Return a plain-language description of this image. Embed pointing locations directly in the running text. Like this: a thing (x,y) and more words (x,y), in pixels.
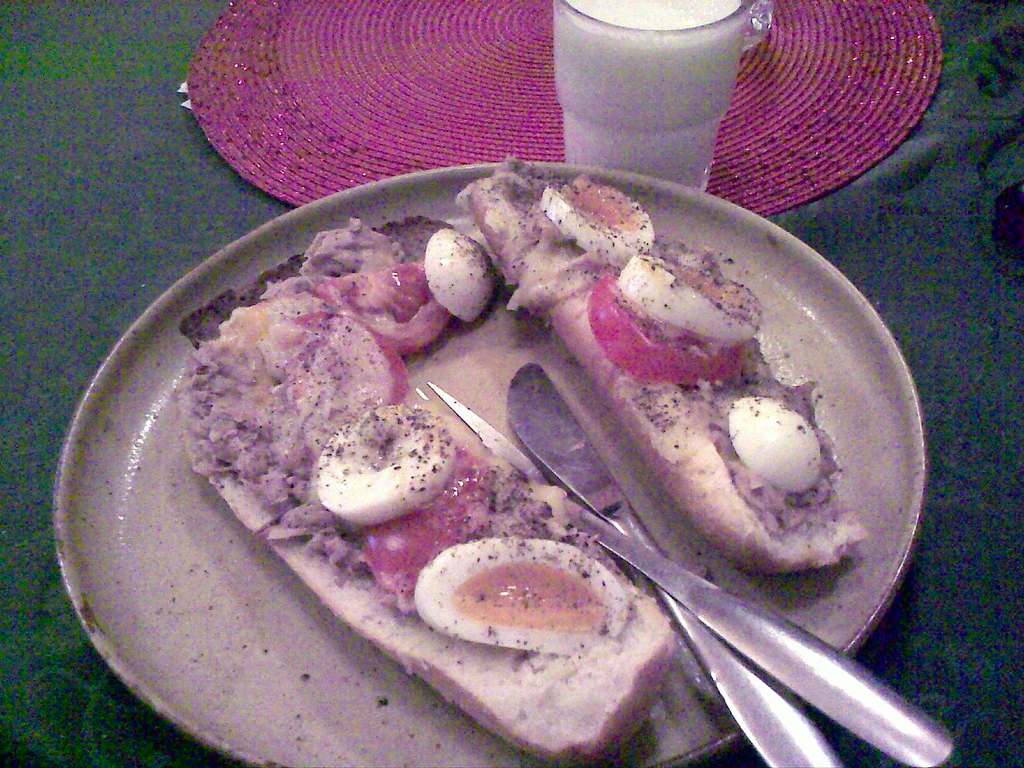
In this image there is a plate (226,678) on which there are egg pieces (391,479), tomato slices (433,520) and a sauce (279,464) on the sandwich pieces (345,594). In between the sandwich pieces (492,635) there is a knife (615,512) and a fork (704,628) on the plate (765,669). Beside the plate (665,192) there is a glass (656,119) full of milk (622,75).
